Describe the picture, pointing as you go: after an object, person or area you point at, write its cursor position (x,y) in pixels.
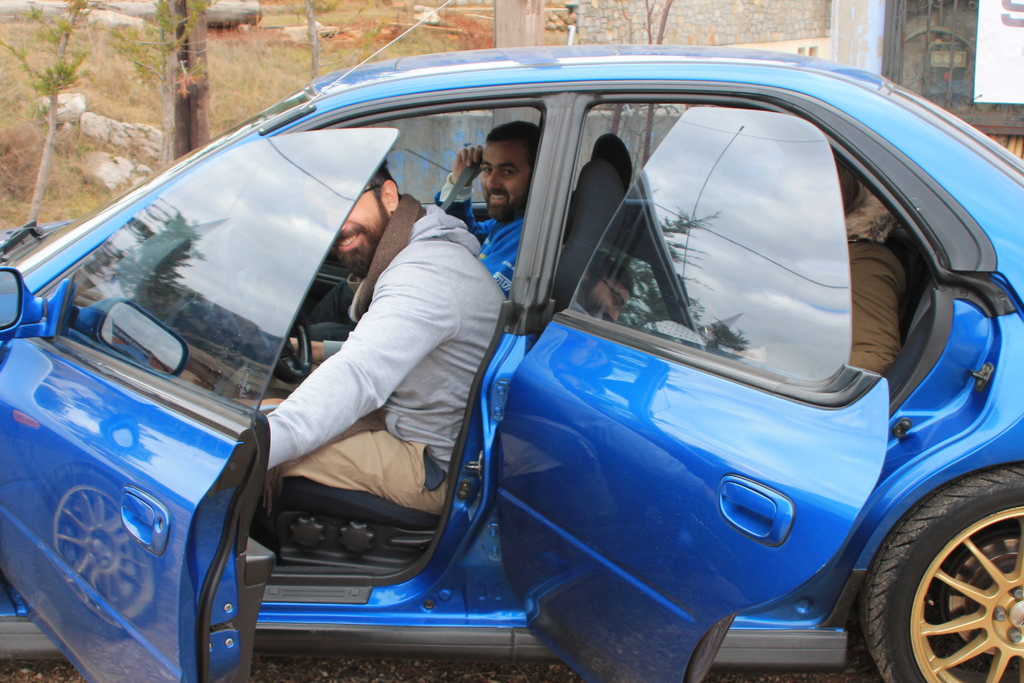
here is a blue car (561,473) in which there are 2 people (385,330) sitting at the front (443,274) and a person (869,327) sitting at the back (858,334). behind them there are rocks (106,132) and grass (284,76). the person (383,365) at the front (378,367) is holding the door (244,451) of the car (244,447).
